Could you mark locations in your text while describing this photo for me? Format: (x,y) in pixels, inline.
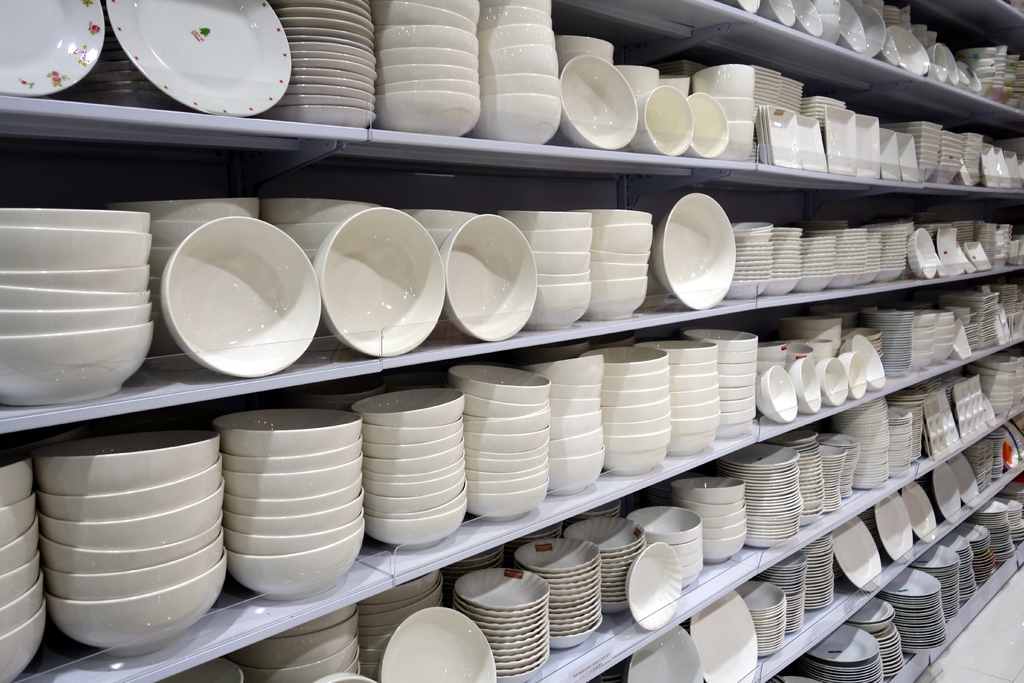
In this image, we can see bowls (488,127), plates (978,427), saucers (590,558) are placed on the racks (827,301). Background (446,188) we can see a wall (460,188). Right side (981,666) bottom, we can see a floor (961,645).
